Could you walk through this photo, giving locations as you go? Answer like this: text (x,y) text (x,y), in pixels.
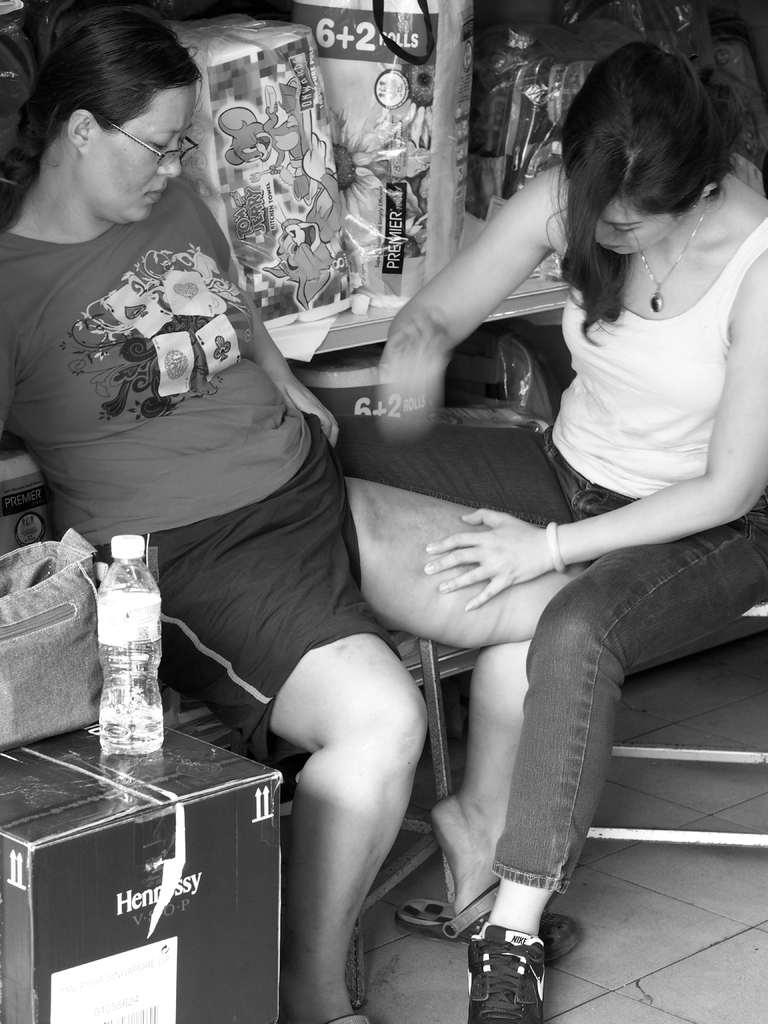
In this picture we can see two woman (678,287), the right side woman (551,247) is holding left side woman's leg (375,555), in front of them we can see a bottle (111,608), bag (81,724) on the box (120,796).
